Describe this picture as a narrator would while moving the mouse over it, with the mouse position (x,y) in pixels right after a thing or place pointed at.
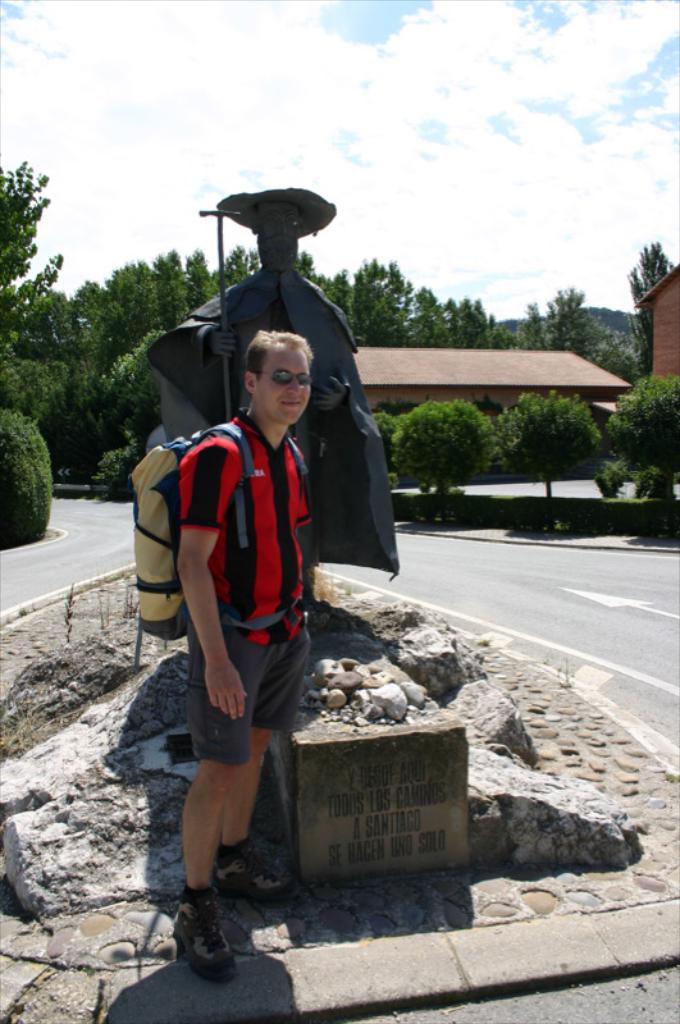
In this image I can see a person (242,421) standing, the person (294,504) is wearing black and red color dress (289,471) and cream color bag (143,607). Background (320,310) I can see a statue (240,312), few buildings (571,374), trees (73,353) in green color and the sky (375,136) is in blue and white color.
